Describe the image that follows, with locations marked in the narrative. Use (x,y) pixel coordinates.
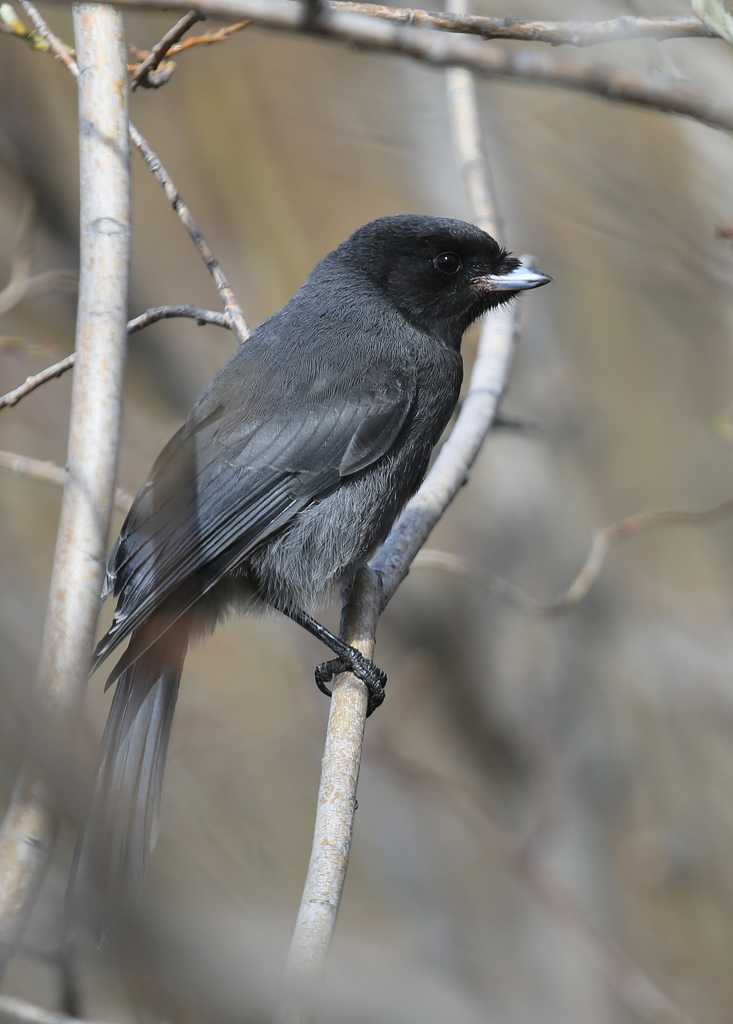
In this image we can see a bird (292,428) on a stem (439,475). In the background (507,636) it is blur. Also there are stems (103,362).
